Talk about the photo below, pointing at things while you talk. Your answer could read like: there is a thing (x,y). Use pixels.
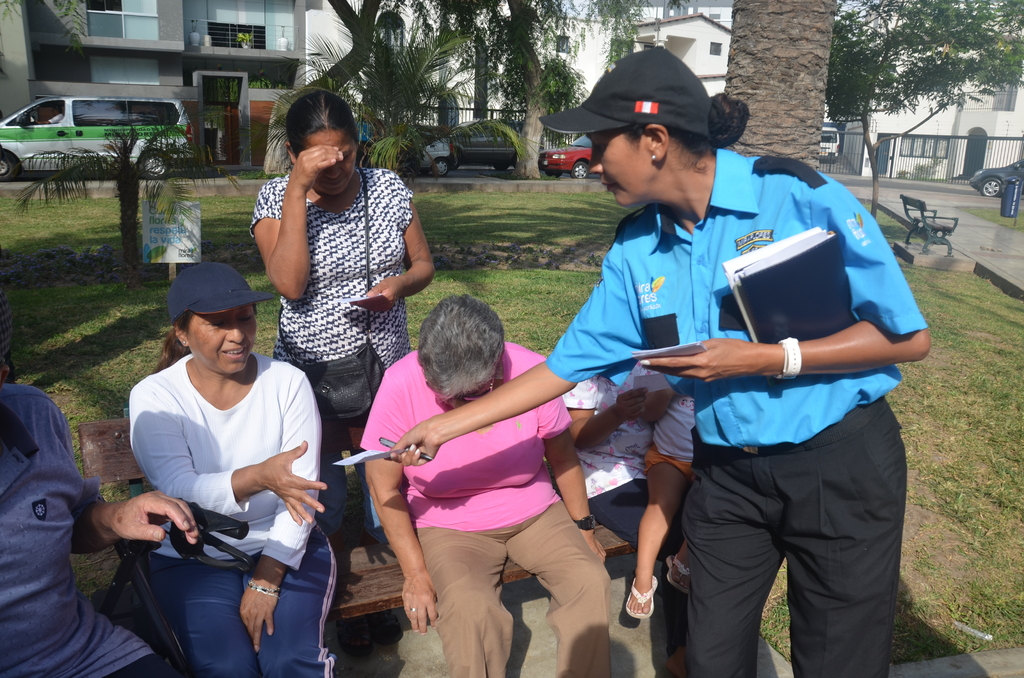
In this image we can see some people (480,511) sitting on the bench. A woman (731,505) standing on the right side (731,505) holding a pen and some books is giving a paper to a lady (306,450) who is sitting on the bench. On the left side (91,541) we can see a person (63,563) sitting on the chair (108,598). On the backside (237,226) we can see a bark (766,76) of the tree (746,92), trees (397,146), a building (282,63), cars (142,133) on the road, a house (709,47) with a roof (698,16), fence (850,145), grass (97,565) and the dustbins (1003,204).
